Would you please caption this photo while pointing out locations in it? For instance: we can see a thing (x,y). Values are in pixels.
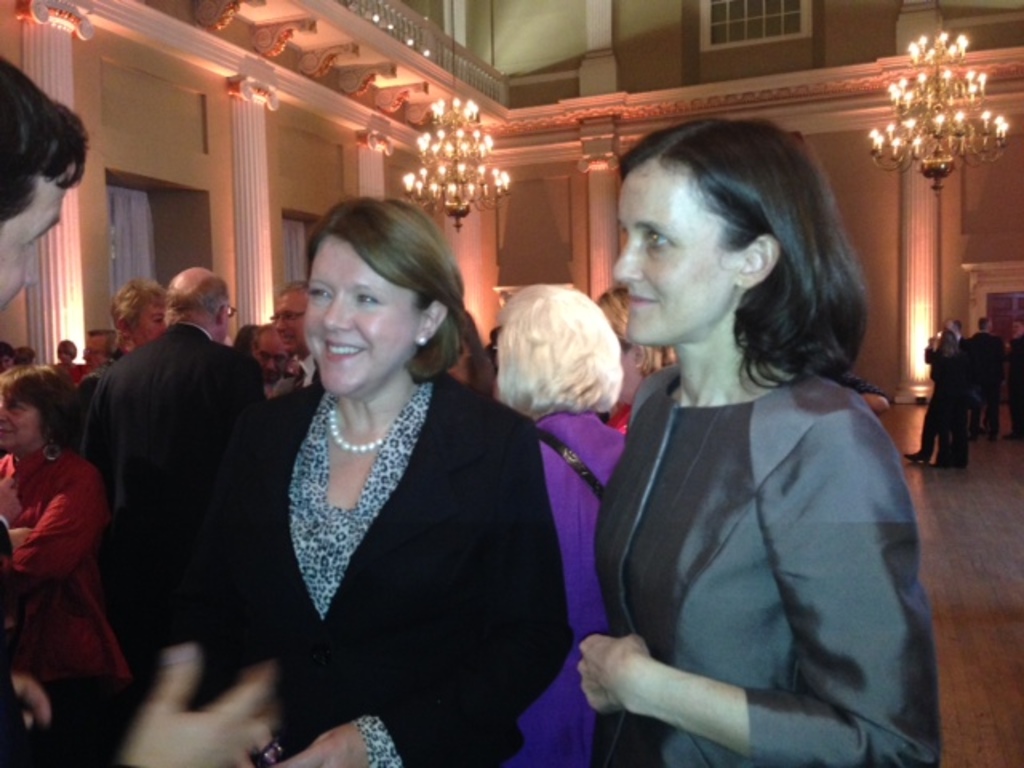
In this image I can see group of people (365,595) standing. In front (414,544) the person (387,536) is wearing black color blazer (398,535). In the background (257,173) I can see two chandeliers (893,156), few pillars (246,167) and few curtains (142,252).
